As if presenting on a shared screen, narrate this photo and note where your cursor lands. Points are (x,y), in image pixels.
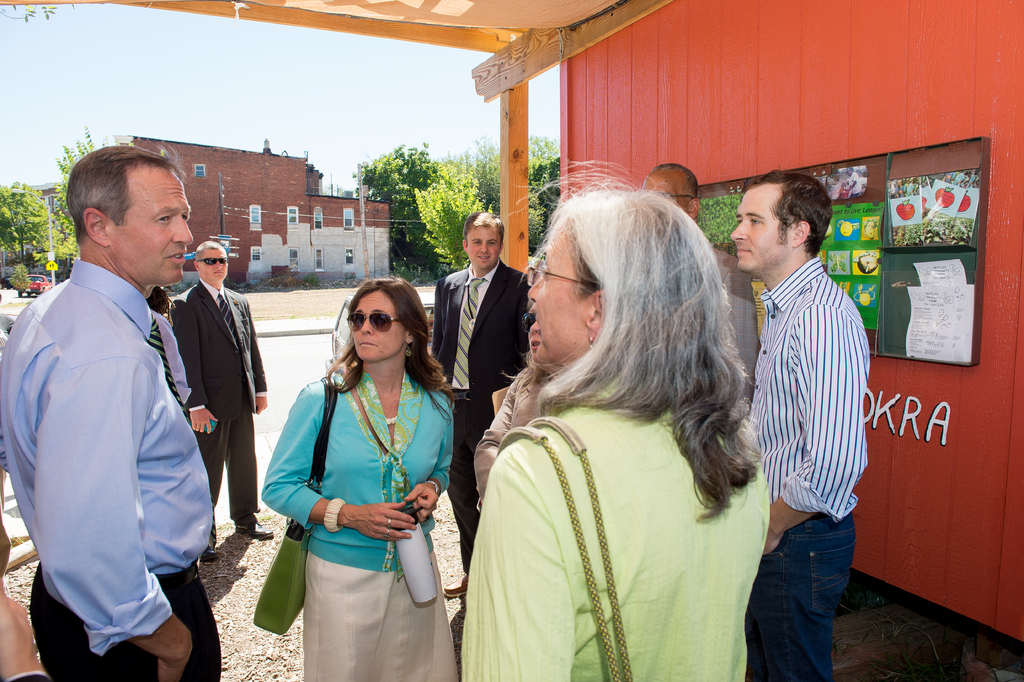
In this picture we can see group of people (487,231) standing on the path (435,531). A woman (344,575) wearing bag (274,599) and holding a bottle (415,590) in her hand (425,517). We can see a board (53,261) on the pole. There is a car (43,274), few trees (61,243) and buildings (245,240) in the background (432,239). We can see some posters (959,185) and papers (956,270) on the wooden wall (912,541).
